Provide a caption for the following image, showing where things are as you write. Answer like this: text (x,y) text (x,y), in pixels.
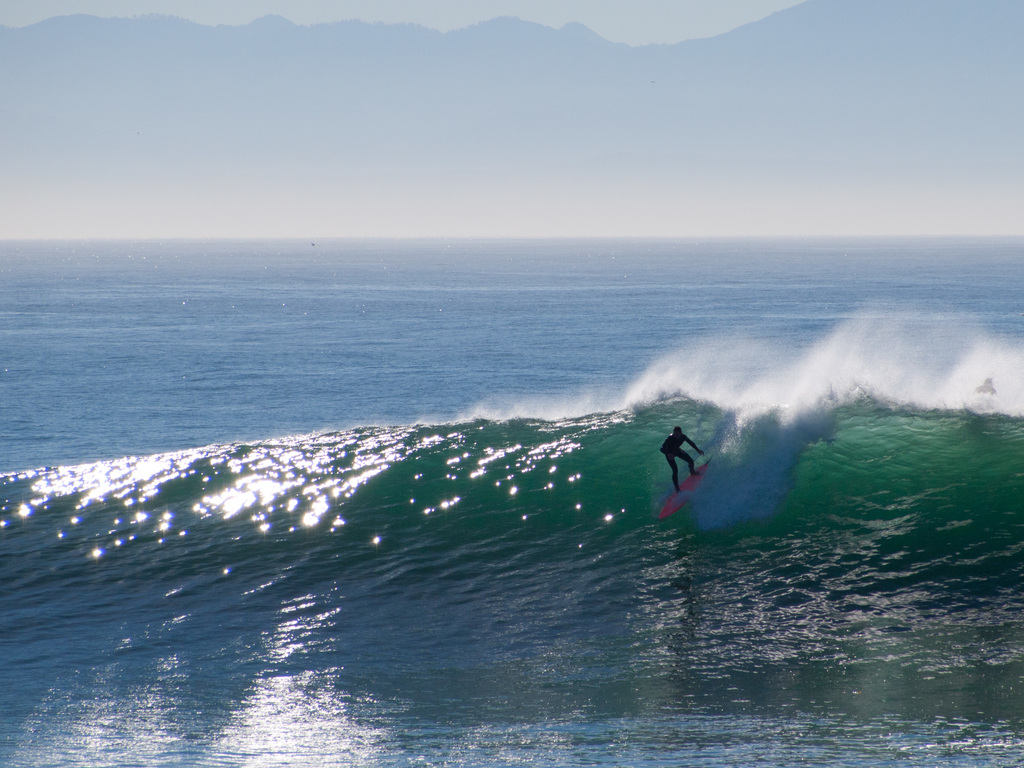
In the image there is a person (672,440) surfing in the ocean (402,346) and above its sky (754,0) with clouds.
